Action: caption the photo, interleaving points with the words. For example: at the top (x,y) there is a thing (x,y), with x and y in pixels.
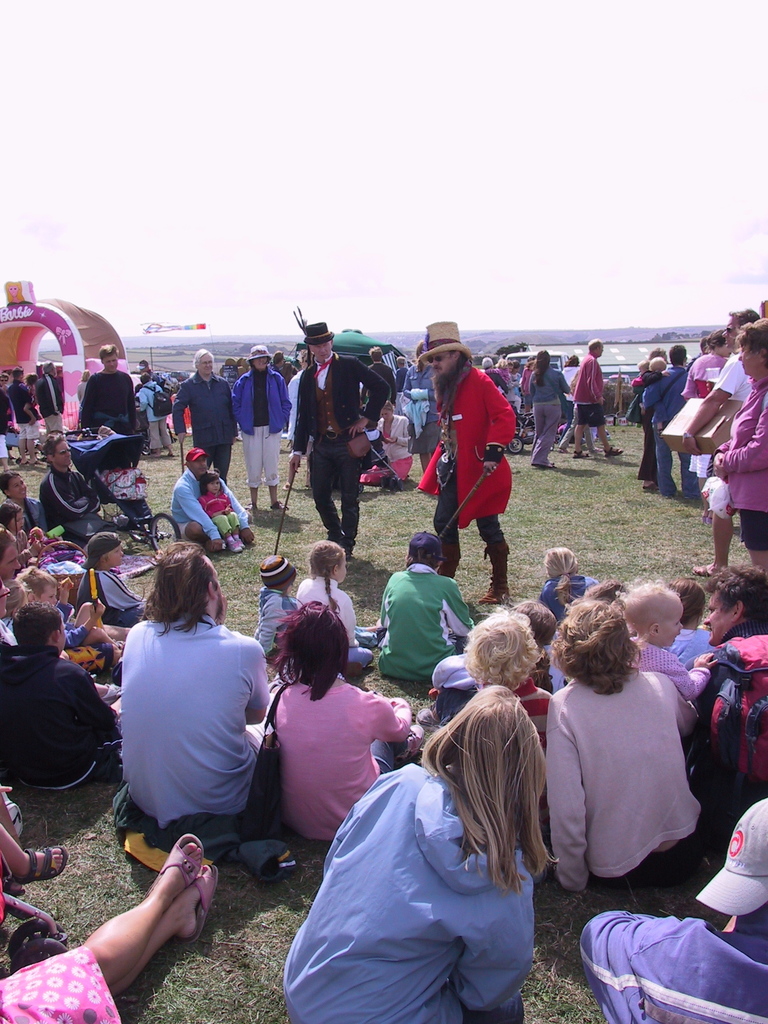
In this picture i can see group of people (264,670) among them some are standing and some are sitting on the ground (682,572). I can also see some objects (128,462) on the ground (267,553). In the background (334,115) I can see sky (392,245).
